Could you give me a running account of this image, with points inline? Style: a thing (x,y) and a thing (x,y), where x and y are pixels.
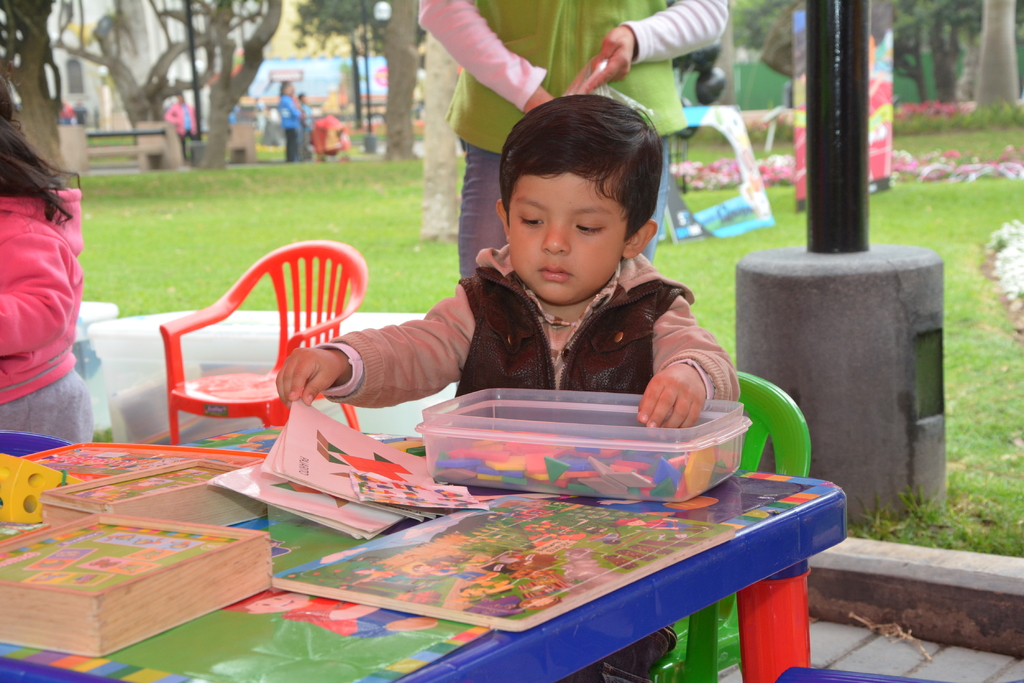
In this picture we can see group of people (494,374) in the middle of the given image a boy (614,324) is seated on the chair (793,450), in front of him we can see a box (560,411) and couple of papers (238,472) on the table (389,621), in the background (401,44) we can see some boxes (132,331), trees (207,76), and couple of poles (357,74).
